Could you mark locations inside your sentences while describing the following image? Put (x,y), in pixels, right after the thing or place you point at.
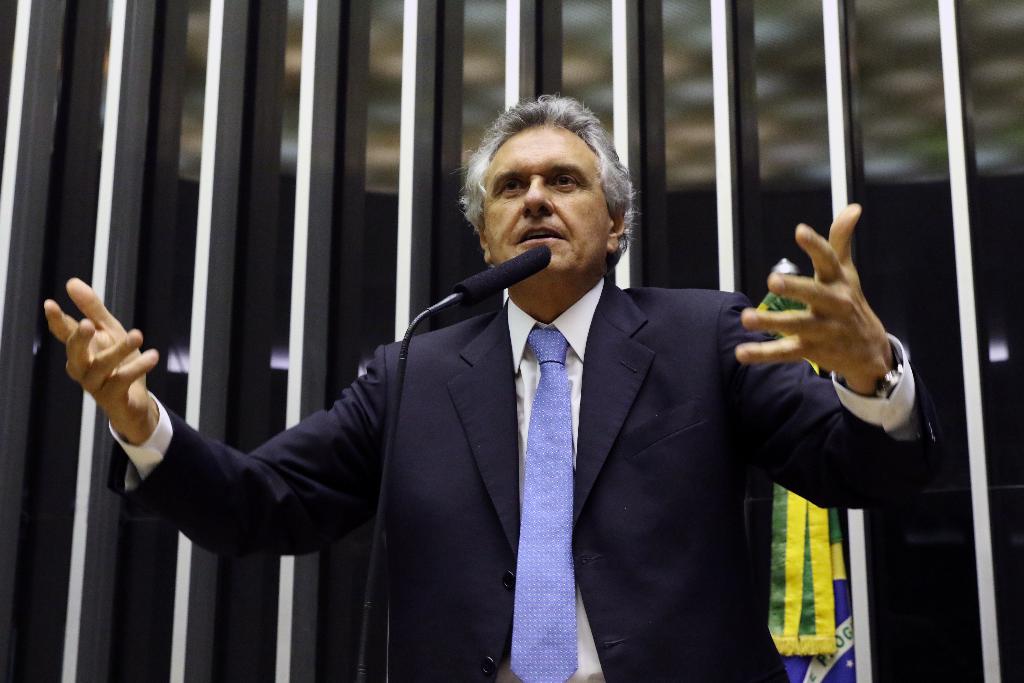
In this image we can see a person (532,343) wearing coat (432,391) and a blue tie (544,454) is standing in front of a microphone (513,272). In the background (825,536), we can see a flag (840,578) and a building (724,192).
